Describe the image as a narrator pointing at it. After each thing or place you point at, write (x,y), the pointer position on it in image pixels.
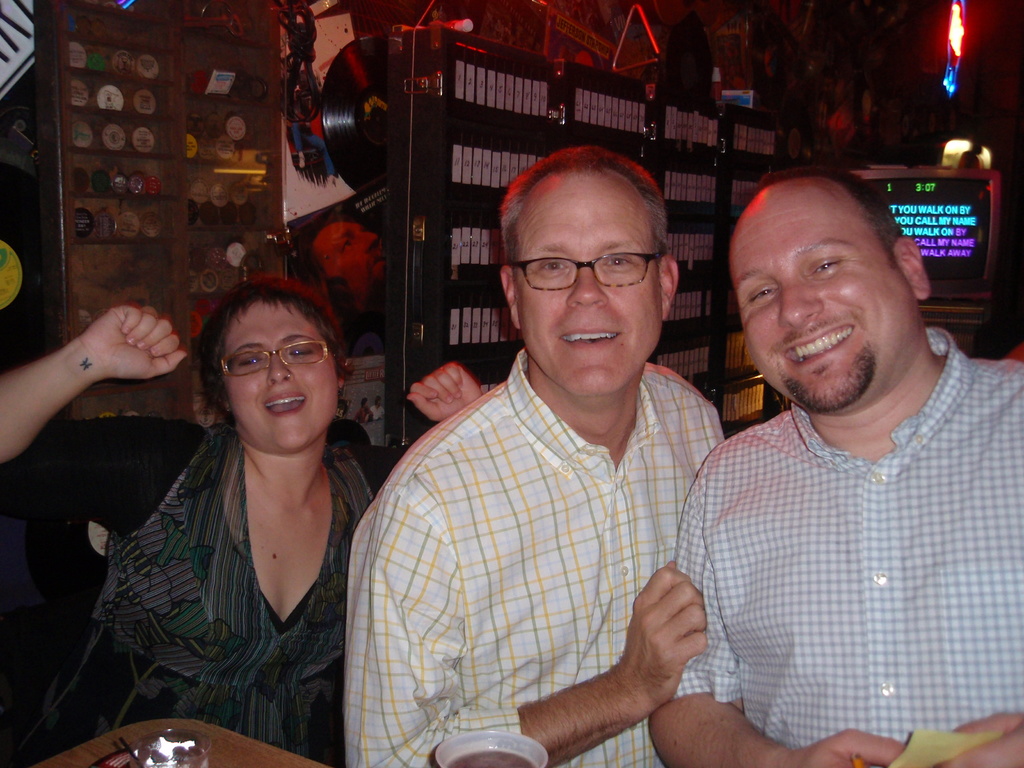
In this picture we can see three people (367,546) and they are smiling and in the background (107,553) we can see a screen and some objects (62,557).
